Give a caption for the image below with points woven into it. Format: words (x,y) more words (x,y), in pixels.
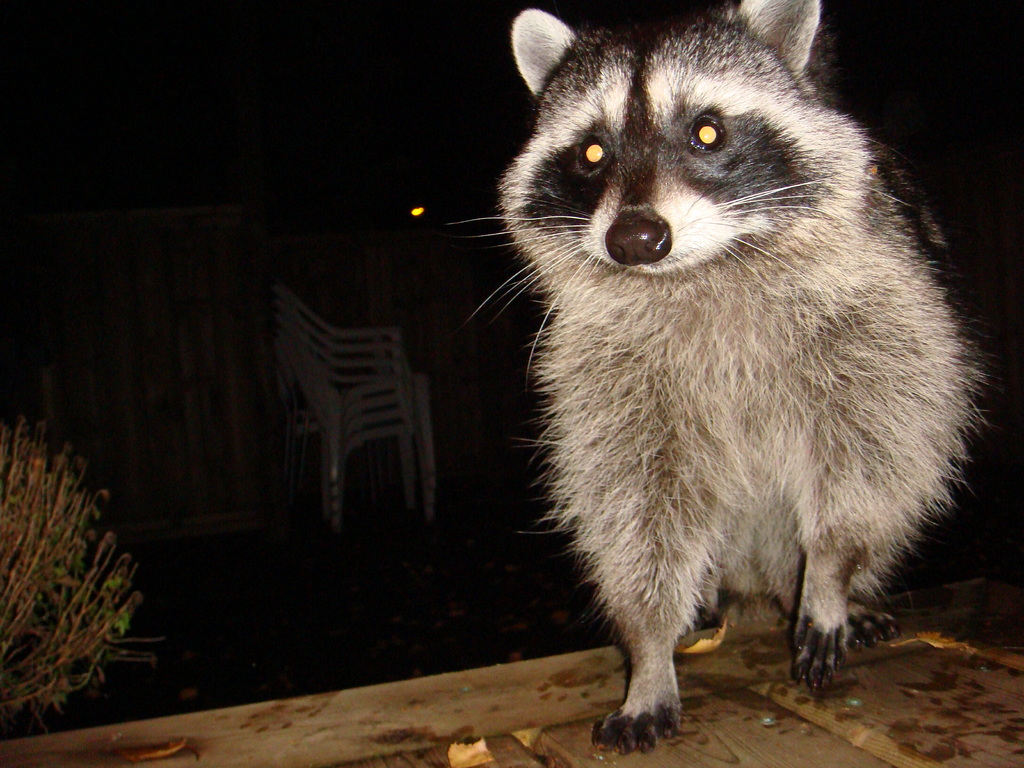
In this image there is an animal (704,542) on the wooden plank (727,724). In the background (360,377) there are chairs (323,365) which are kept one above the other. On the left side (46,568) there is a plant (50,585).
